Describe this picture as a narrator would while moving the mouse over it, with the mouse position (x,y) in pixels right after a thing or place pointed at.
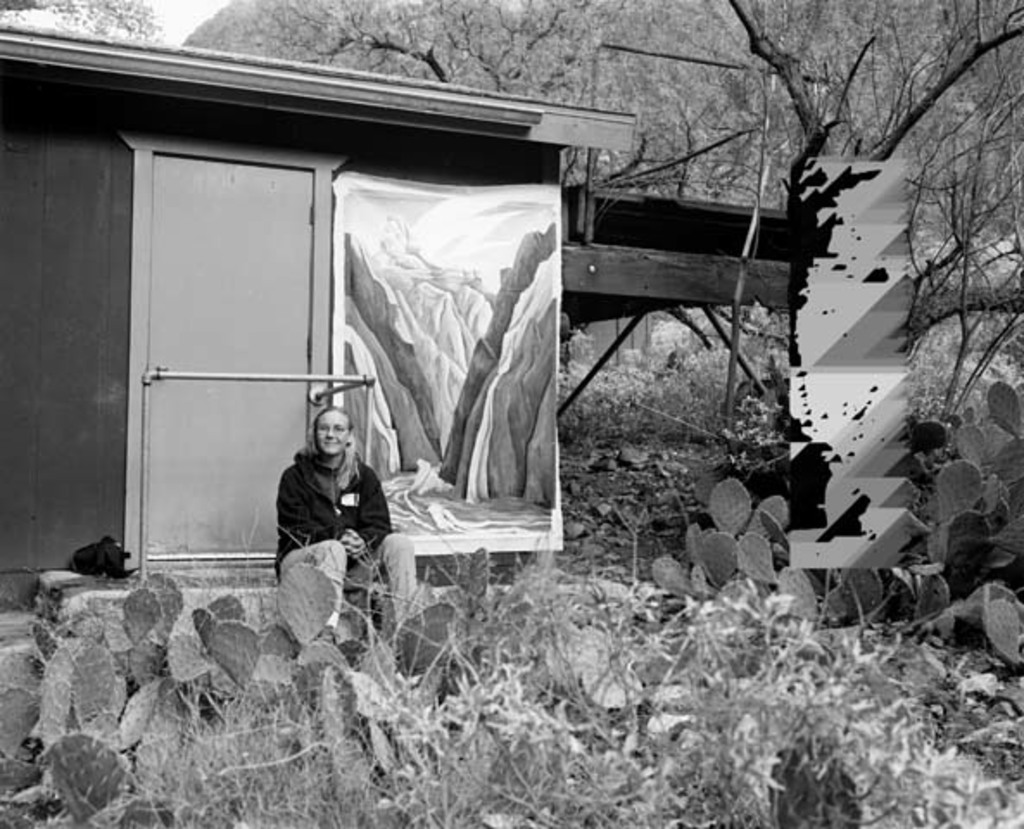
In this image I can see a woman (340,454) is sitting and I can see smile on her face (324,438). I can also see she is wearing a jacket (358,481). Here I can see few plants (664,659) and in the background (363,63) I can see number of trees (778,53). I can also see this image is black and white in colour.
